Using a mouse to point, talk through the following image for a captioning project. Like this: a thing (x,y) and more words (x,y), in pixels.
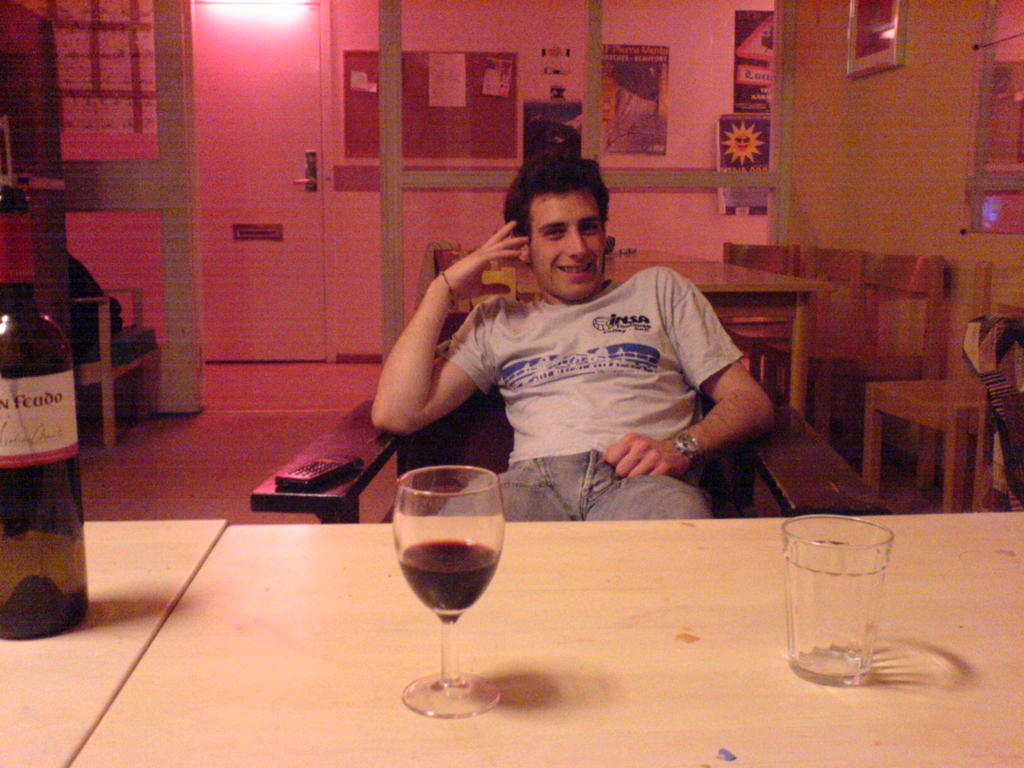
In the center (611,386) we can see one man (606,386) sitting on the chair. In front we can see table (778,641) on table (782,638) we can see glass (830,626), wine glass (457,572), wine bottle (27,514). And we can see he is smiling. And back there is a notice boards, door (283,219), wall (838,160), light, frame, table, few empty chairs (952,380) etc.
